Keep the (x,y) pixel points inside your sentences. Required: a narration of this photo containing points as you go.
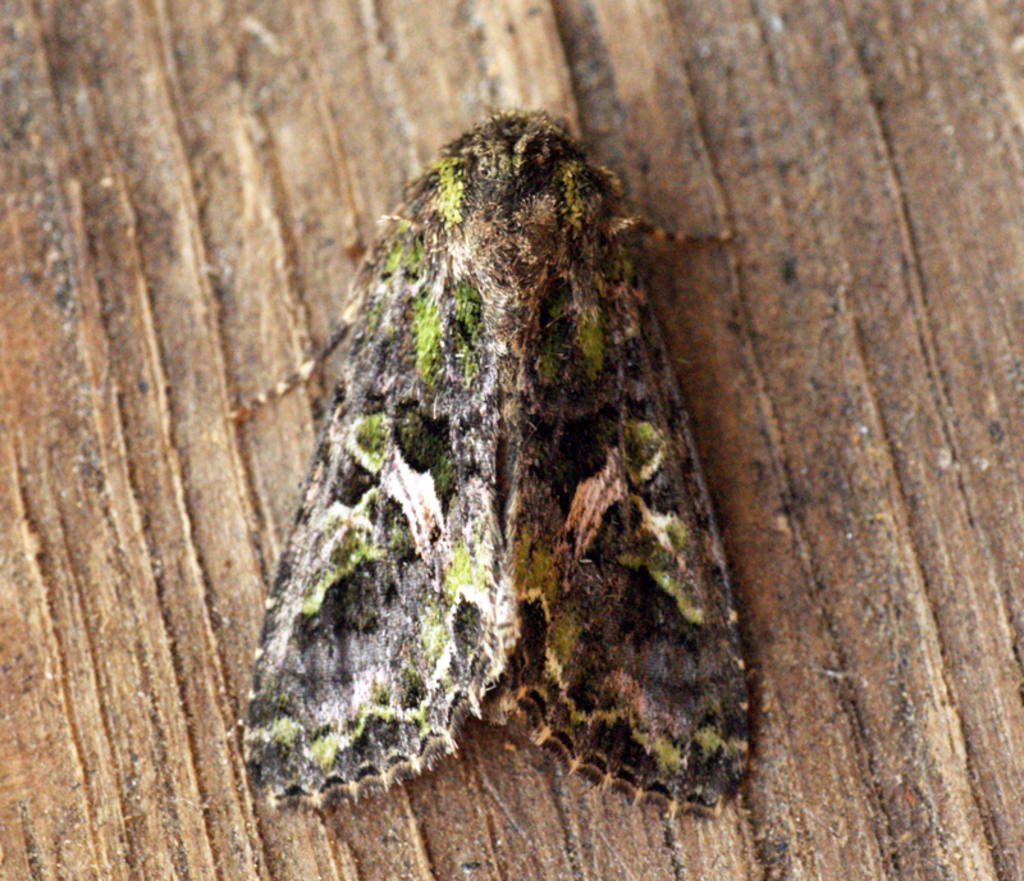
In this picture we can see an insect (436,619) on wooden surface (228,791).
